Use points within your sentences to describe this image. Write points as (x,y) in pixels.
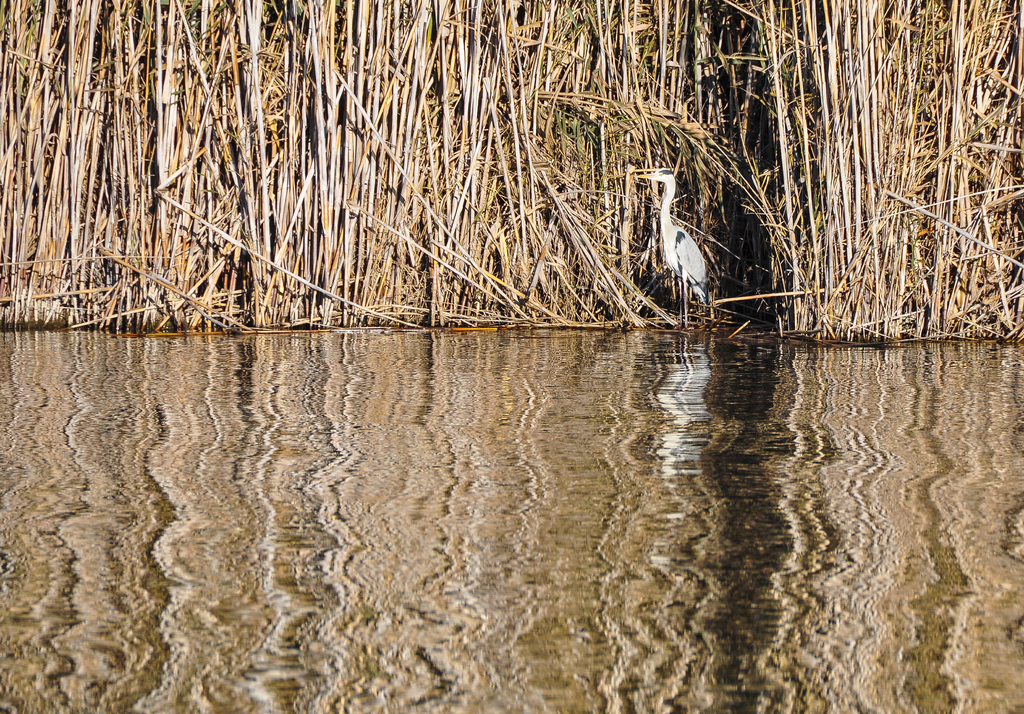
In this image we can see a bird (669,231) and some plants (603,125). At the bottom of the image (409,532) we can see water (571,467). On the water (568,477) there are some reflections (622,513).
